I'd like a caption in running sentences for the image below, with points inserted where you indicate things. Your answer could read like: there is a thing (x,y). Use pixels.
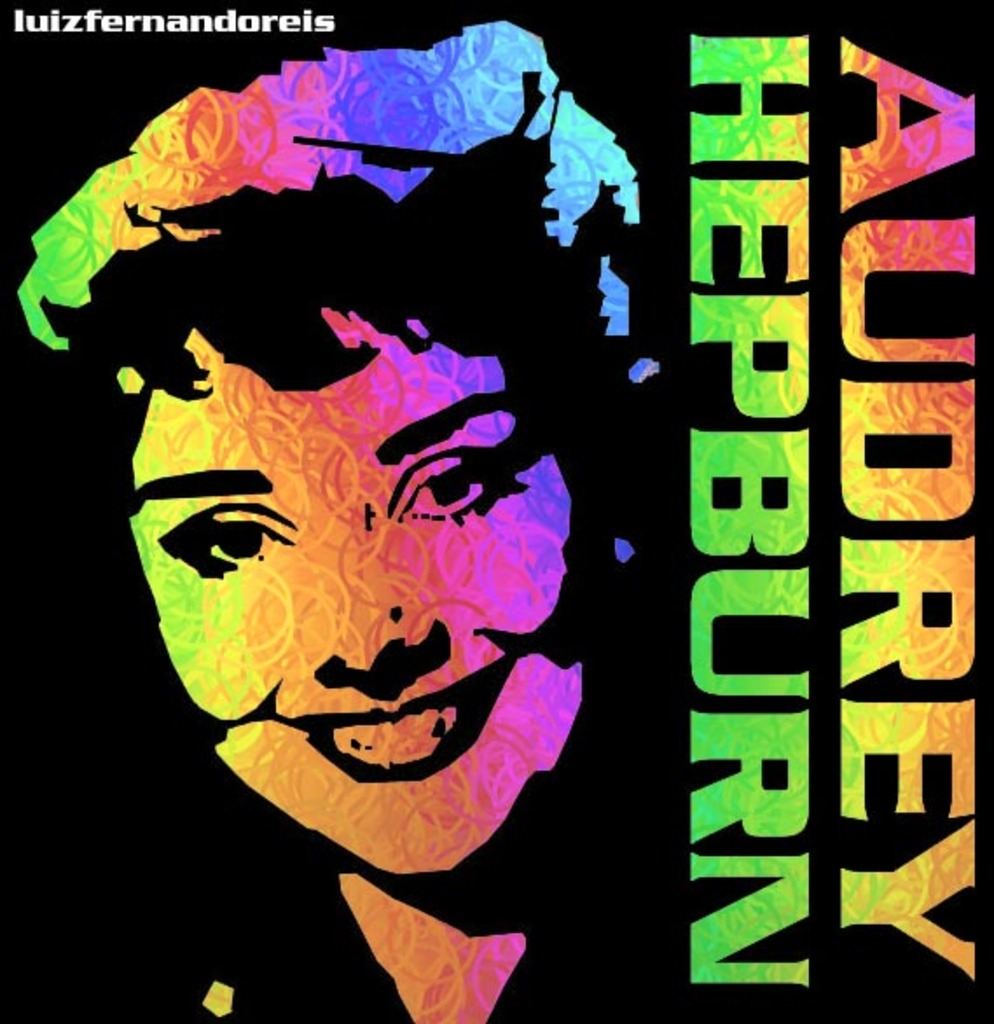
It is an edited image. In this image there is a depiction of a person (497,597) with some text (850,206) on it.
